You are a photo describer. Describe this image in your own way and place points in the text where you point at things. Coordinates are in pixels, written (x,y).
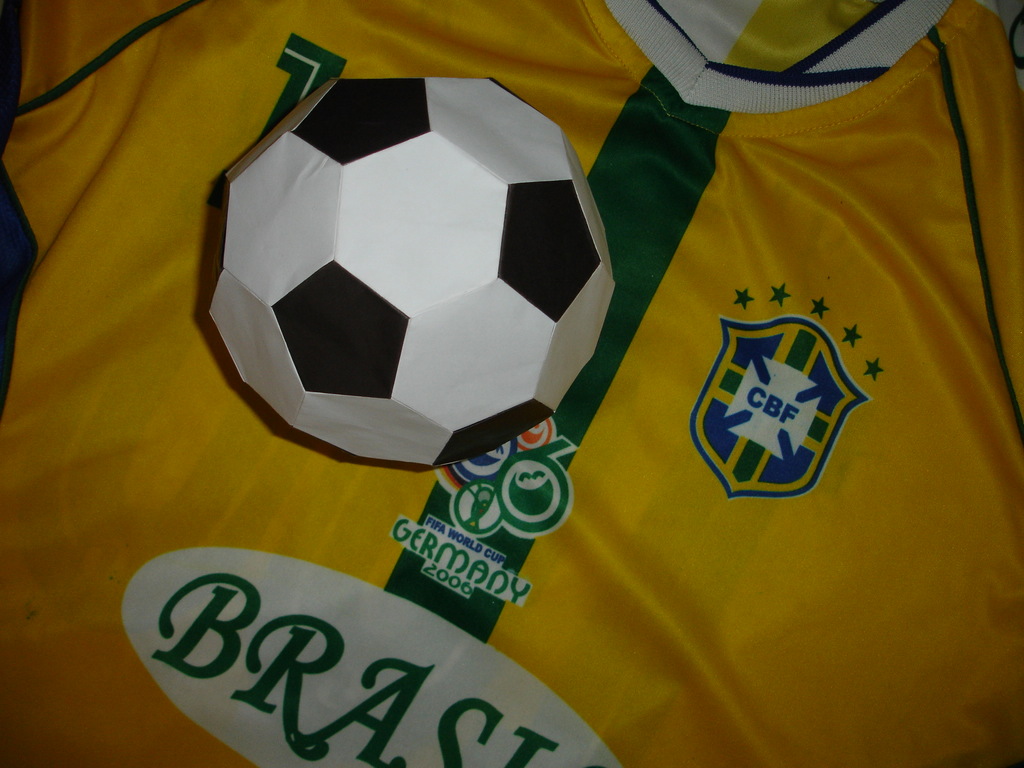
In this picture I can see a jersey (876,377) which is of yellow, green, white and blue color and I see a logo (514,526) and something is written and on the jersey (154,125) I can see a ball (349,209) which is of white and black color.
